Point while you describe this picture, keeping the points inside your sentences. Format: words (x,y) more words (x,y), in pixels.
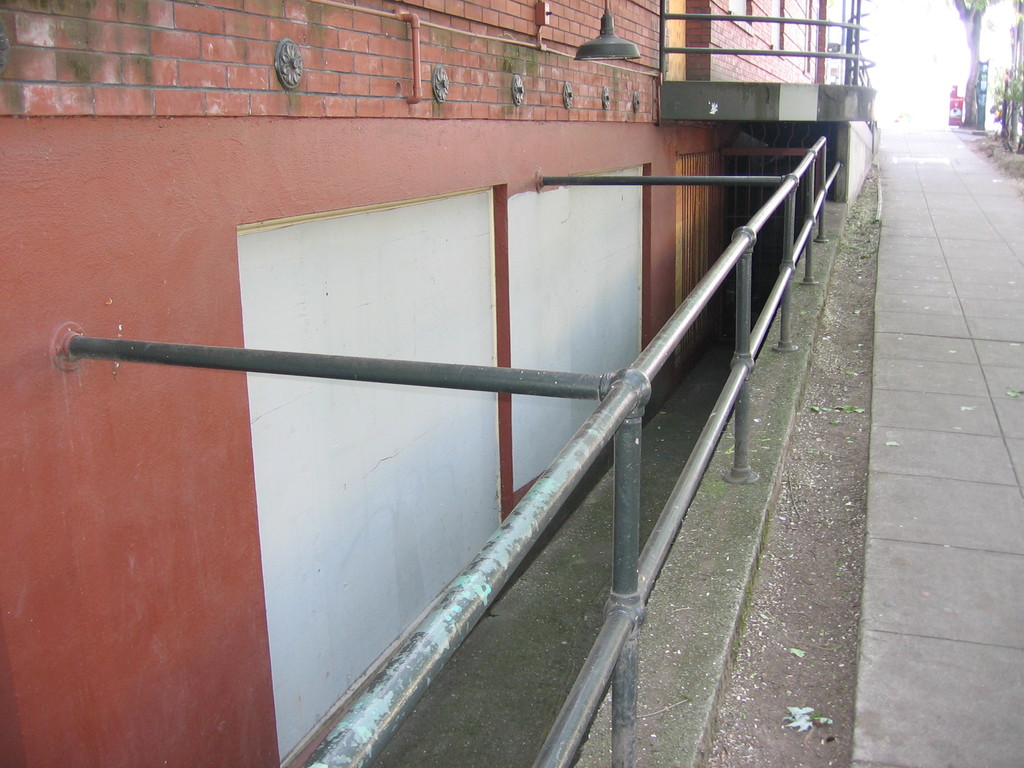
There is a pole fence (651,356) attached to a building (181,341) which is in brick color.
